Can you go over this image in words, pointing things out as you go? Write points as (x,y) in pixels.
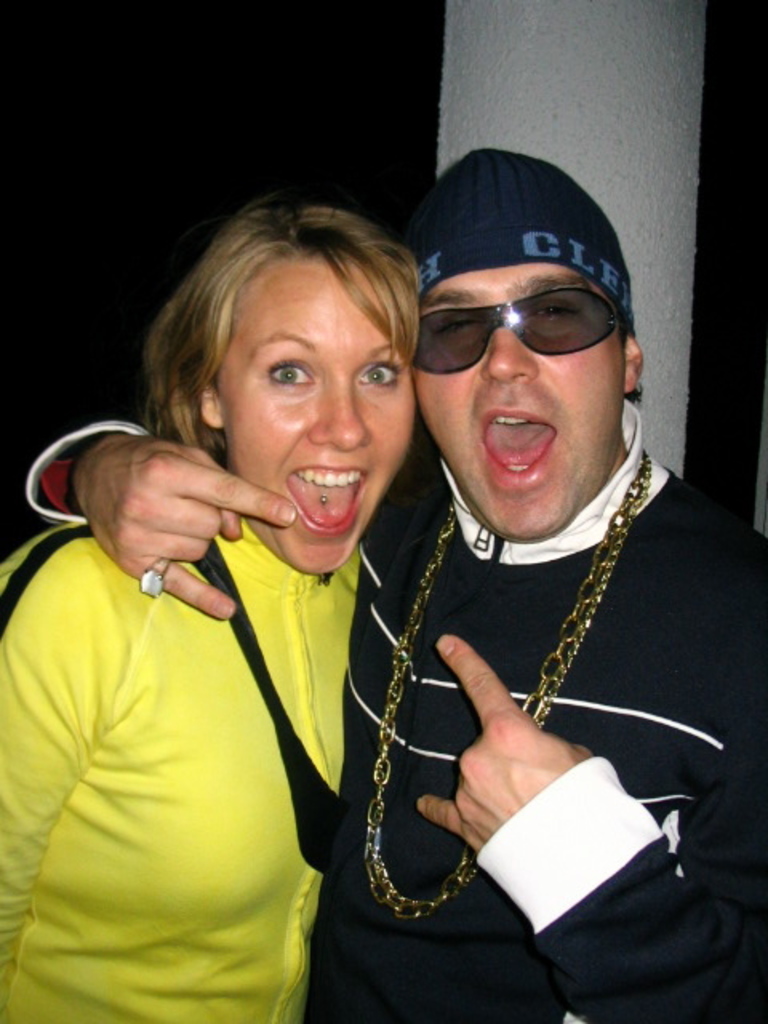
In the image I can see two people (327,428) standing. I can see a woman (373,486) wearing a yellow dress (106,670) on the left side of the image (199,618). I can see a person (584,750) wearing glasses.
